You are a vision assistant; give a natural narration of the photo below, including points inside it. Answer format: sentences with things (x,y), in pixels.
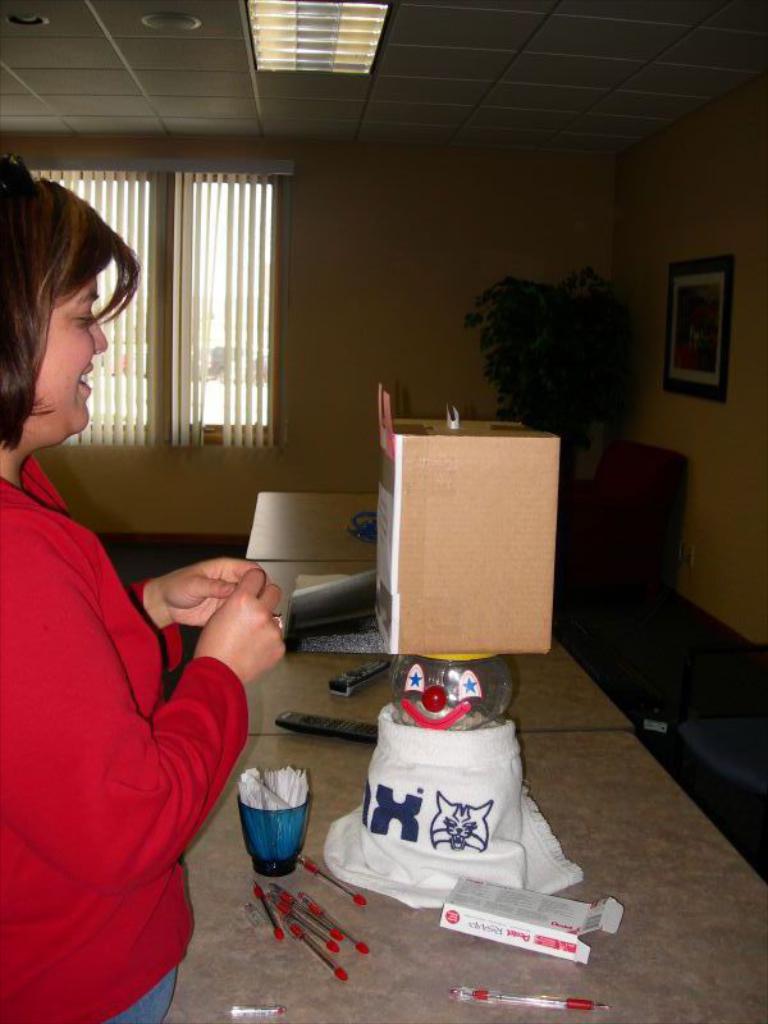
To the left side of the image (65,704) there is a lady (29,736) wearing a red color dress (71,759). In front of her there is a table (685,933) on which there are pens (338,966), glass (252,839), remote (352,719) and other objects (356,619). In the background of the image (355,313) there is wall (304,232), window (270,264). There is a chair (620,451), plant (581,296). At the top of the image (401,56) there is ceiling (356,101) with lights (256,39). To the right side of the image (652,306) there is a wall (666,403) with photo frame (676,330).
